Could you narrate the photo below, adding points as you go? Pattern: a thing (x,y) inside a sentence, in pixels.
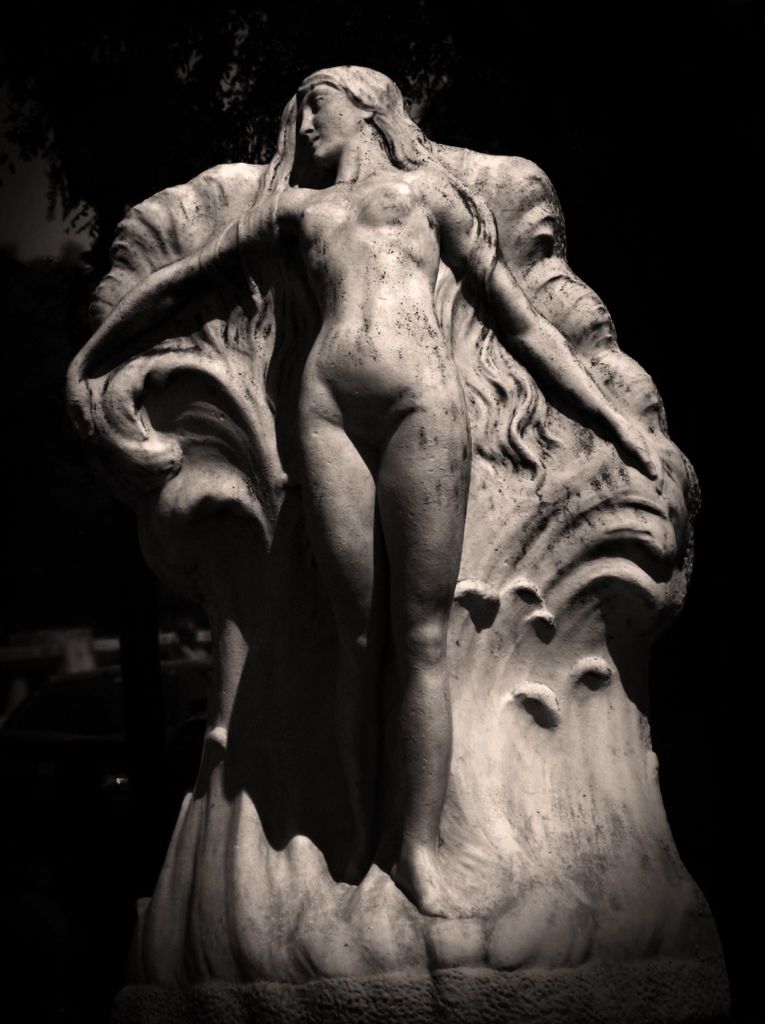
In this image we can see the sculpture (346,385) of a person (379,492). There is a dark background (20,194) in the image.
